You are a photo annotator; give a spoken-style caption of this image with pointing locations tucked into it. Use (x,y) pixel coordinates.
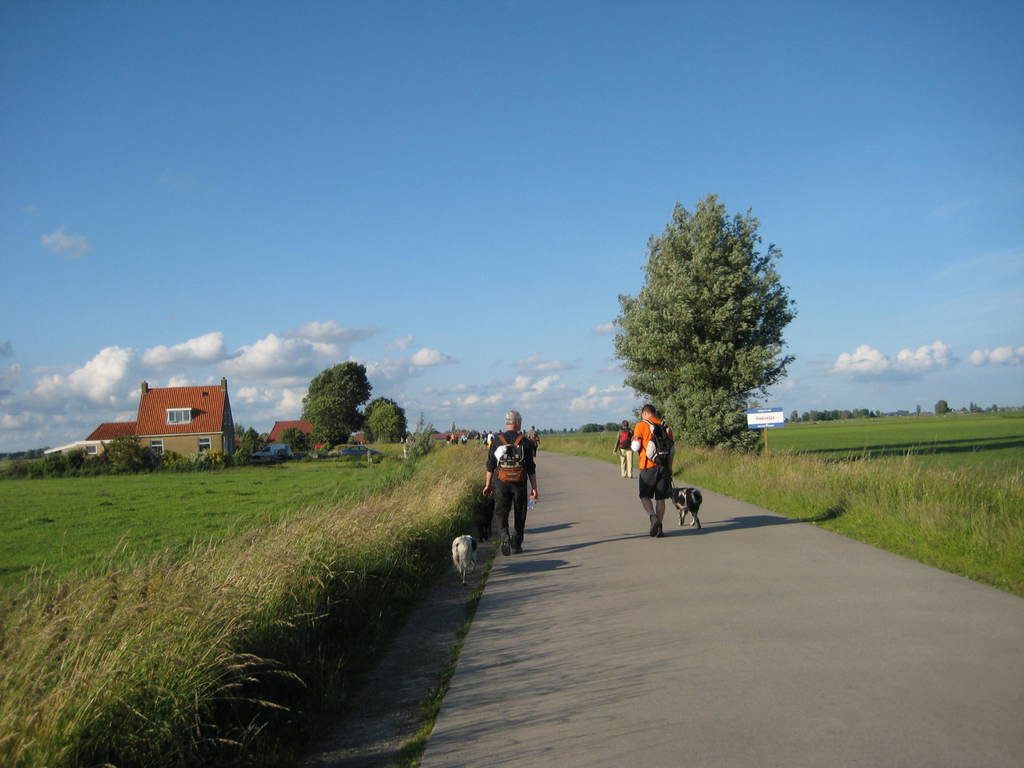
In this image I can see group of people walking on the road (844,657), in front (700,513) the person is holding a dog (693,491) and the dog (688,509) is in black and white color. Background (903,313) I can see trees (707,251) and grass (223,520) in green color, few houses (179,445) in brown color and sky (345,277) is in white and blue color.
